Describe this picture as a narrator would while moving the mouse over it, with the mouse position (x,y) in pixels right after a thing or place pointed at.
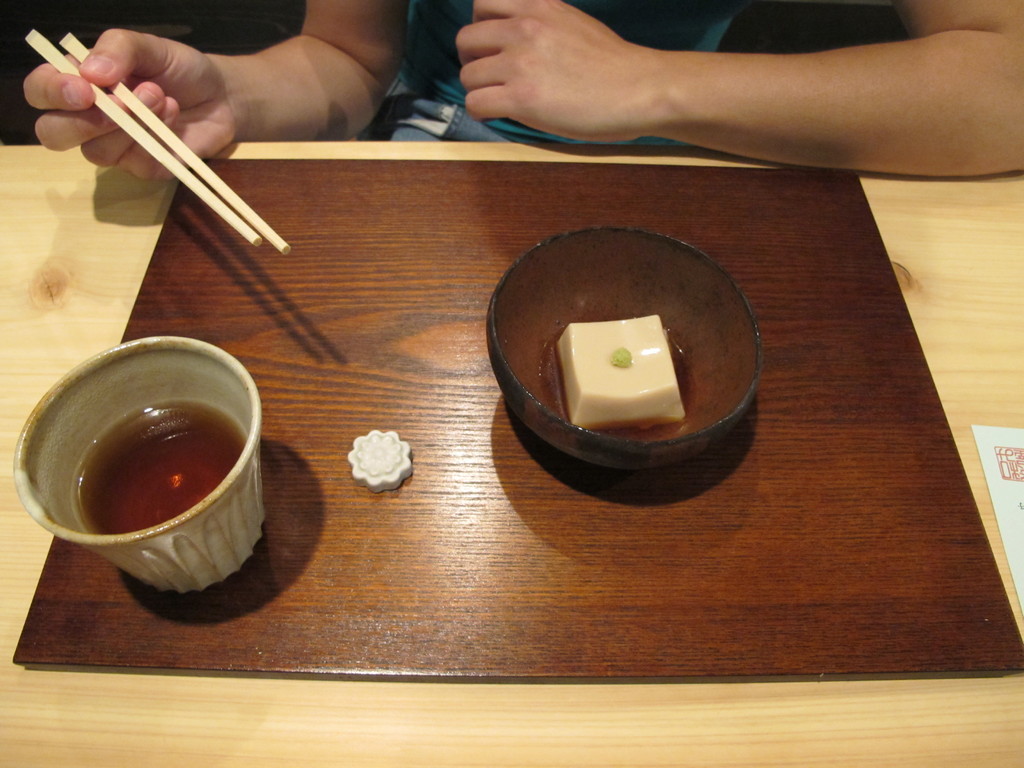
In this image we have a person (174,118) who is holding a chopsticks (127,129) in his hands (210,126) and on the table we have utensils (236,524) and food (607,354) on the plate (469,512) of a wood (555,484).
